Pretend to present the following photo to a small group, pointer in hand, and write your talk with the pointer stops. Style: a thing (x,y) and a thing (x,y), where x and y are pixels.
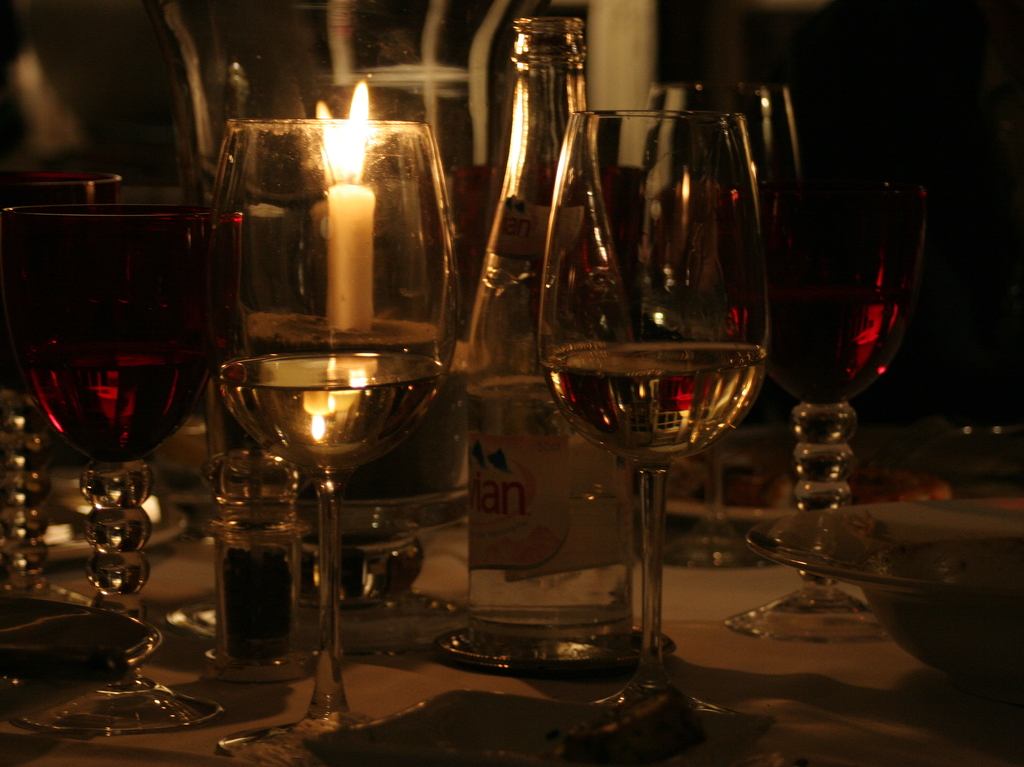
In this image there are glasses (283,382), water bottle (510,332) and a candle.
